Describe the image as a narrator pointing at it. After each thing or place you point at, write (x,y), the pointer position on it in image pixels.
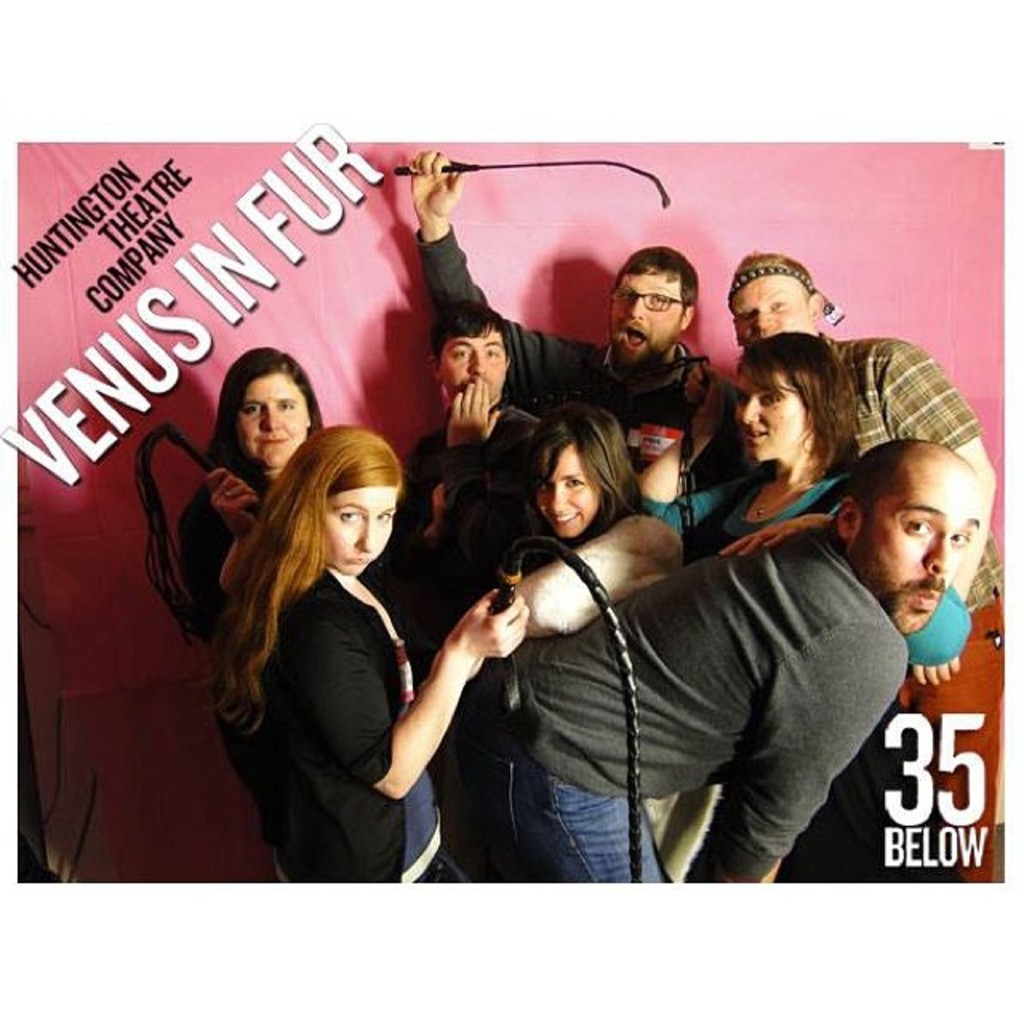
In this image I can see number of people (506,482) are standing and I can see few of them are holding black colour things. On the top left corner (79,266) and on the bottom right corner of this image (908,722) I can see something is written. I can also see pink colour in the background (913,293).
